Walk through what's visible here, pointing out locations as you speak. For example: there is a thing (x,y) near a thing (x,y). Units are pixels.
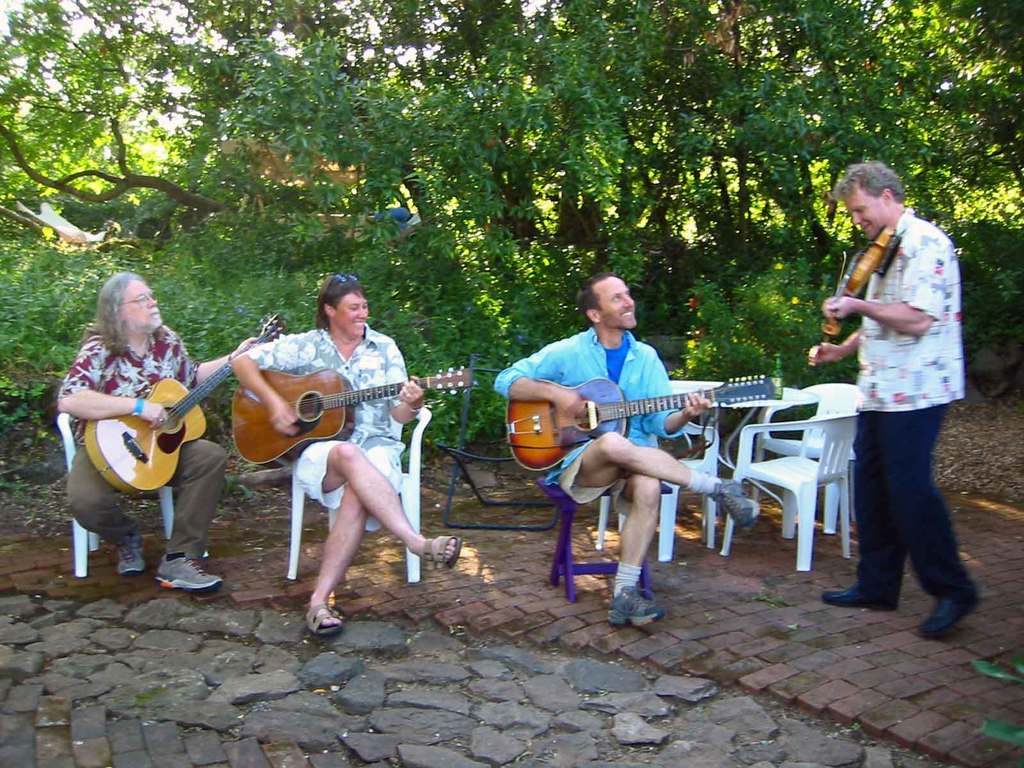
In this picture we can see three people (671,476) sitting on the chairs (562,494) and playing the guitars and beside them there is a man (920,313) holding the violin (851,289) and behind them there are chairs (782,445) and some plants (82,258) and trees (515,211).
